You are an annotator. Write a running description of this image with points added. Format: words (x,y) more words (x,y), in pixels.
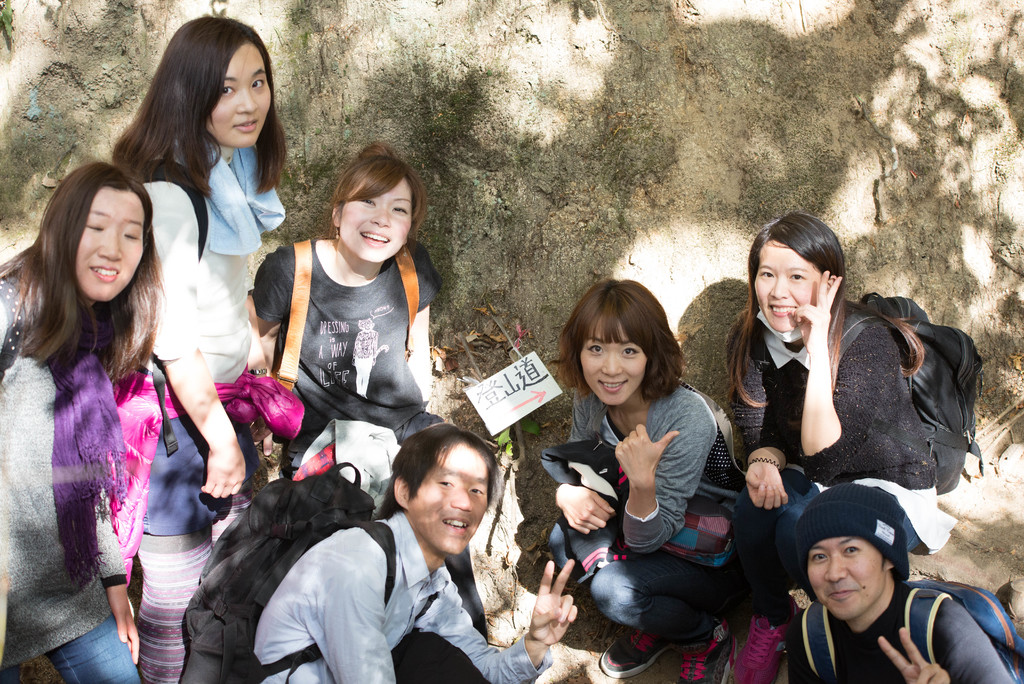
In this image there are group of people (396,436) who are posing for the picture. Behind them there is a big rock (620,114). All the people (593,404) are wearing the bags (997,611). There is a sign (511,389) on the wall (539,232).
